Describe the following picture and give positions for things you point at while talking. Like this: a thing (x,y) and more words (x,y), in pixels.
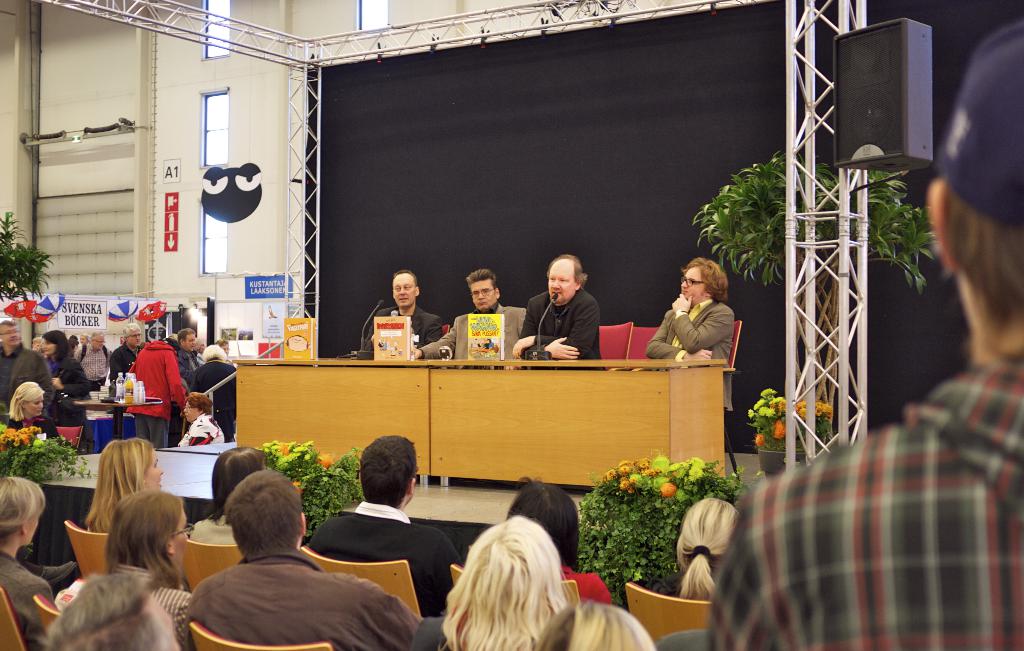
It is a conference, four people (458,352) are sitting in front of the table (451,400) on the dais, they are speaking something and beside them there is a speaker (874,140) and in the background (535,261) there is a black cloth (492,269) and in front of the dais (92,455) many people (162,566) are sitting on the chairs (681,613) and there are few plants (660,519) in front of them, on the left side (108,274) there is a white wall (162,92) and in between the wall (175,107) there are few windows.
